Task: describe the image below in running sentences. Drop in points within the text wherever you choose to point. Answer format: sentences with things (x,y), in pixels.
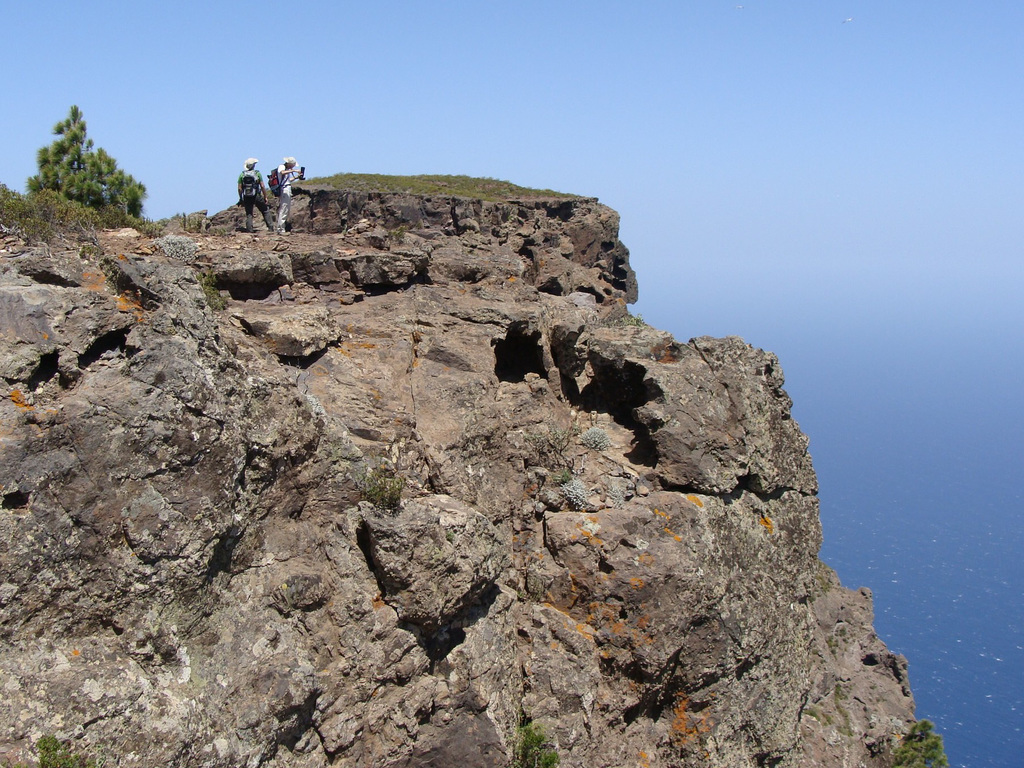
Here in this picture we can see people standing on the mountains (286,396) and we can also see some part of ground (362,248) is covered with grass (79,228), plants (129,222) and trees (79,191) and we can see the sky (575,33) is clear and we can see water (892,570) present in the bottom (935,584).
